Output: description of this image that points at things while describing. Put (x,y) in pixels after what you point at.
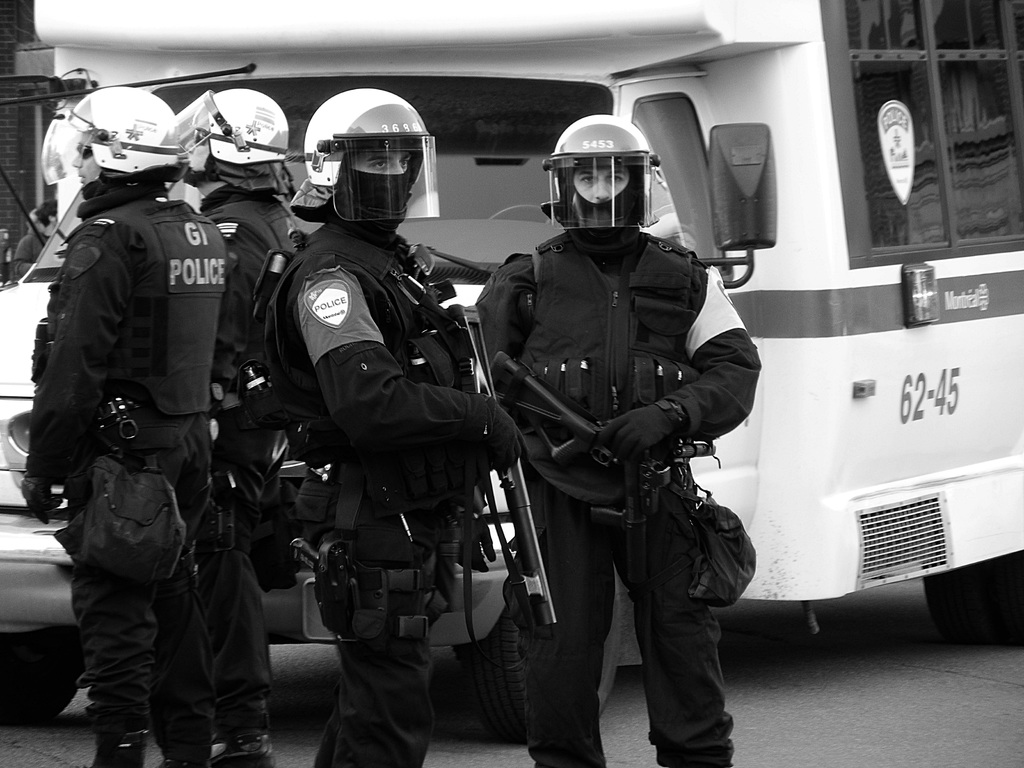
In the center of the image (420,491) there are police persons (268,751) standing. In the background of the image (61,578) there is a van (56,69).
